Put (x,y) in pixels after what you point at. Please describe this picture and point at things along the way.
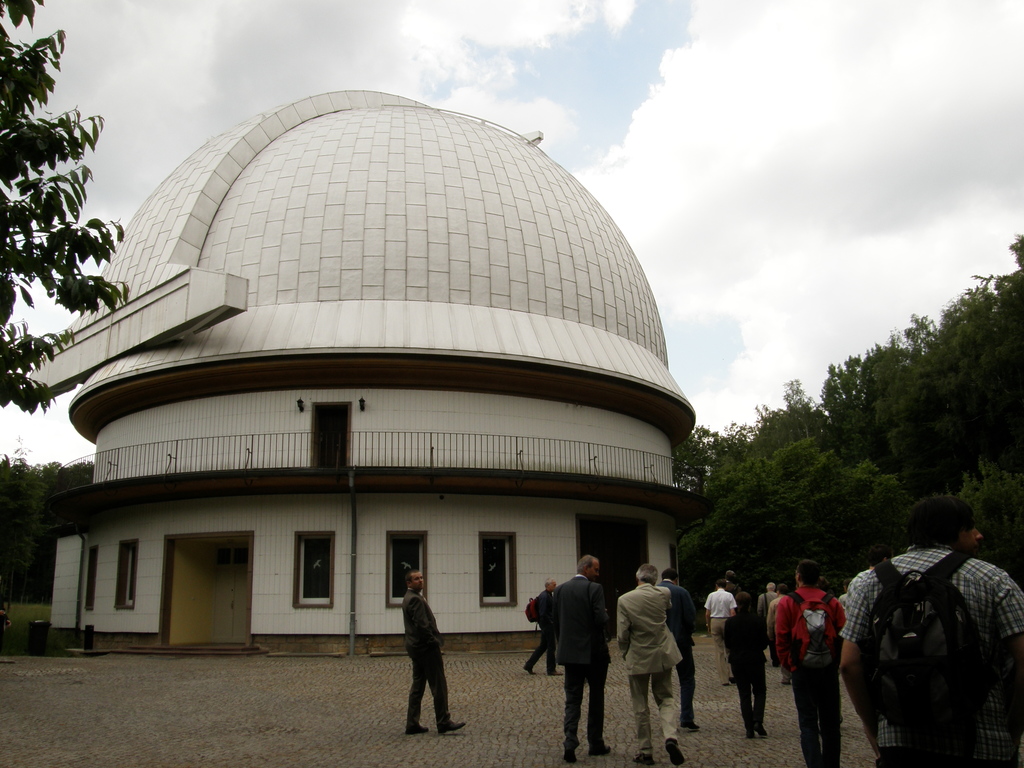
In this image we can see people (691,674) walking on the floor (628,685) and some of them are wearing backpacks (910,625). In the background (405,222) there are building (225,480), grills (511,452), pipelines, bins (39,652), trees (780,456) and sky (296,47) with clouds (573,17).
